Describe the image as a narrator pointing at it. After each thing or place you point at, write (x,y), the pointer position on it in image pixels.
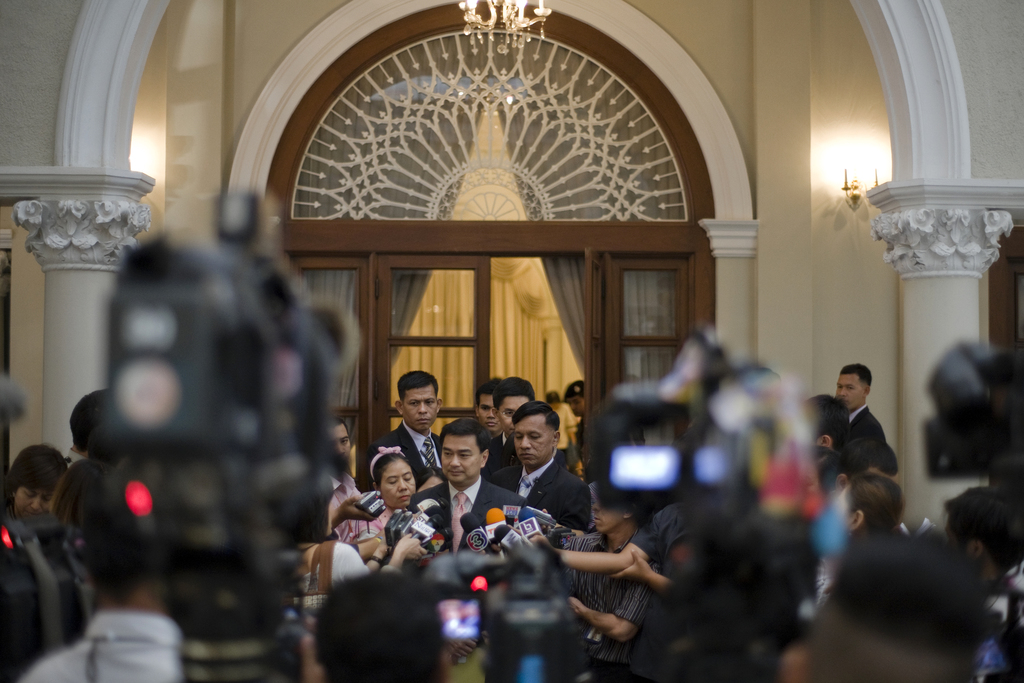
This part of the image is dark, where we can see the video cameras (266,589). Here we can see people (434,490) are holding mics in their hands (555,550) and these people (555,503) are standing, here you can see the arch (568,123), chandelier (472,1) and glass doors (472,367).
